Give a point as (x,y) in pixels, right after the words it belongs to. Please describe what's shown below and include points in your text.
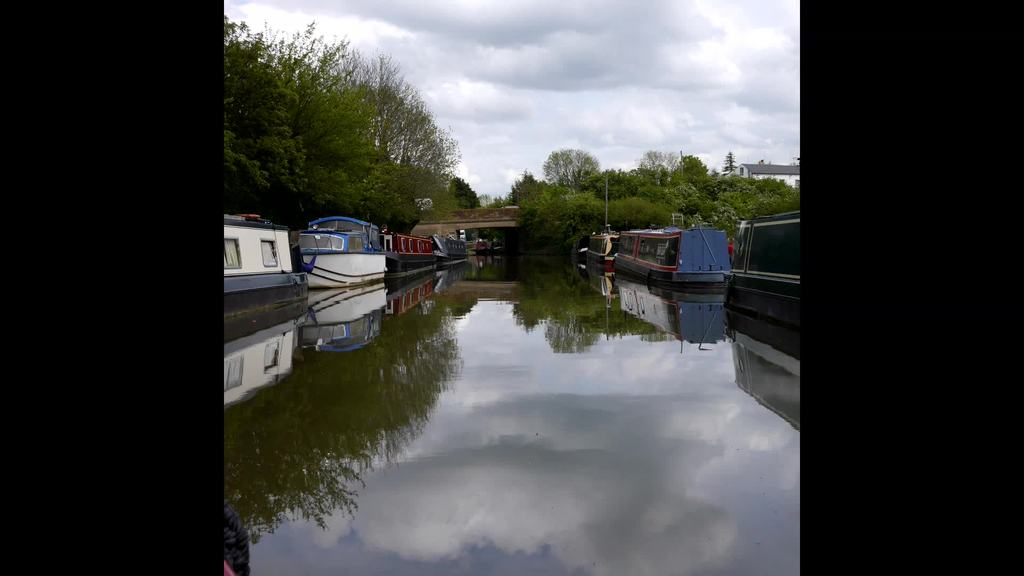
In this picture we can see there are some ships (271,303) on water (613,310), in the background of the picture (488,199) there are some trees (574,230).
